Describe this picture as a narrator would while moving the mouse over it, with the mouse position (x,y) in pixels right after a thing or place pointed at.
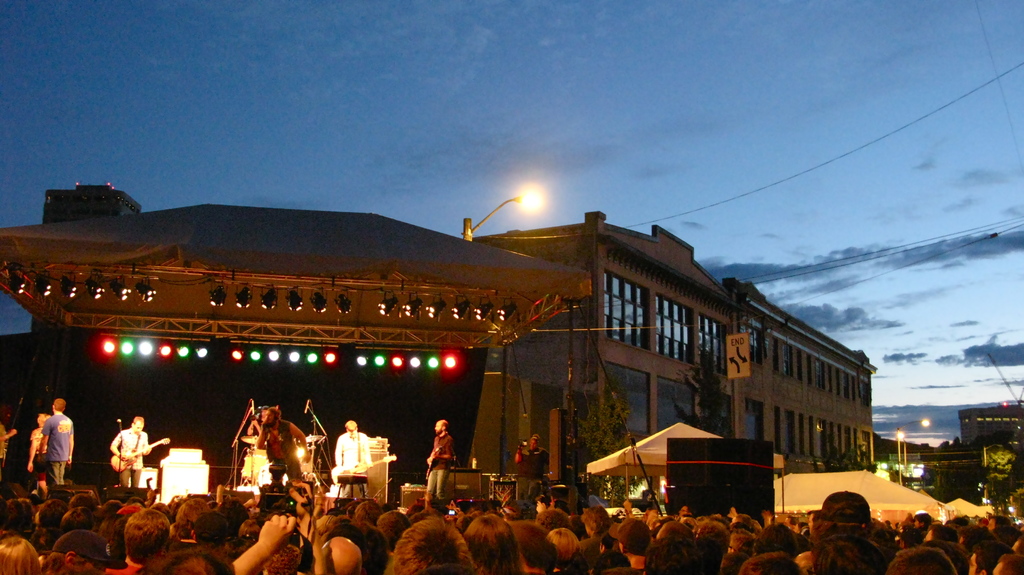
This picture is clicked outside. In the foreground (334,523) we can see the group of persons (351,538) and we can see the metal rods (191,269), focusing lights (202,349), tent (529,283). On the right (765,499) we can see a black color object (680,463) and we can see the tents (665,471). On the left (327,446) we can see the group of persons (117,436) standing and seems to be playing musical instruments (306,443) and we can see the microphones (249,409), metal rods (312,407), focusing lights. In the background (270,70) we can see the sky (752,143), cables (984,239), lights (929,421), buildings (811,433) and some other objects (16,406).
